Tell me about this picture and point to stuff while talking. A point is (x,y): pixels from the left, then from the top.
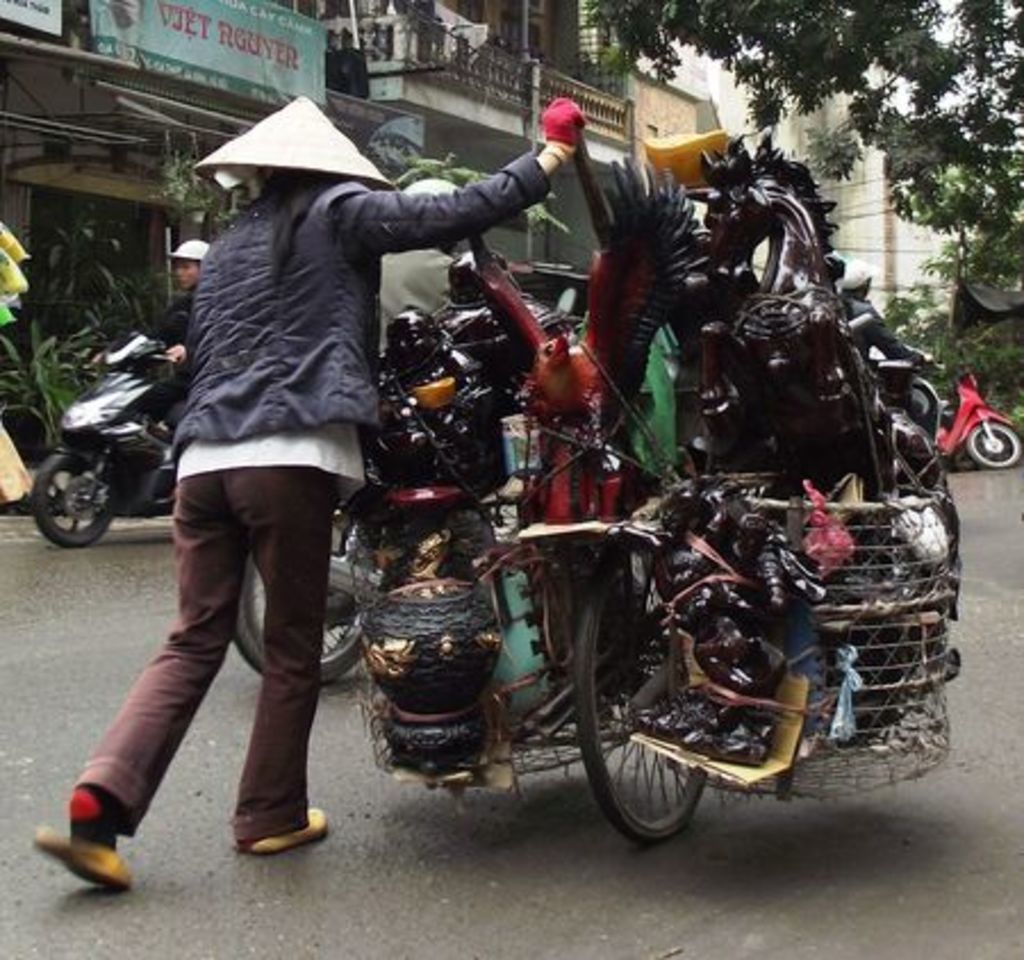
In this picture we can see person (343,214) wore jacket (308,222), hat (309,134) moving some vehicle (592,657) where vehicle (621,568) is with full of load (463,392) aside to him person (180,300) riding bike (115,369) and in background (52,152) we can see building (483,7) with balcony (519,90), wall (676,109), tree (786,53).
